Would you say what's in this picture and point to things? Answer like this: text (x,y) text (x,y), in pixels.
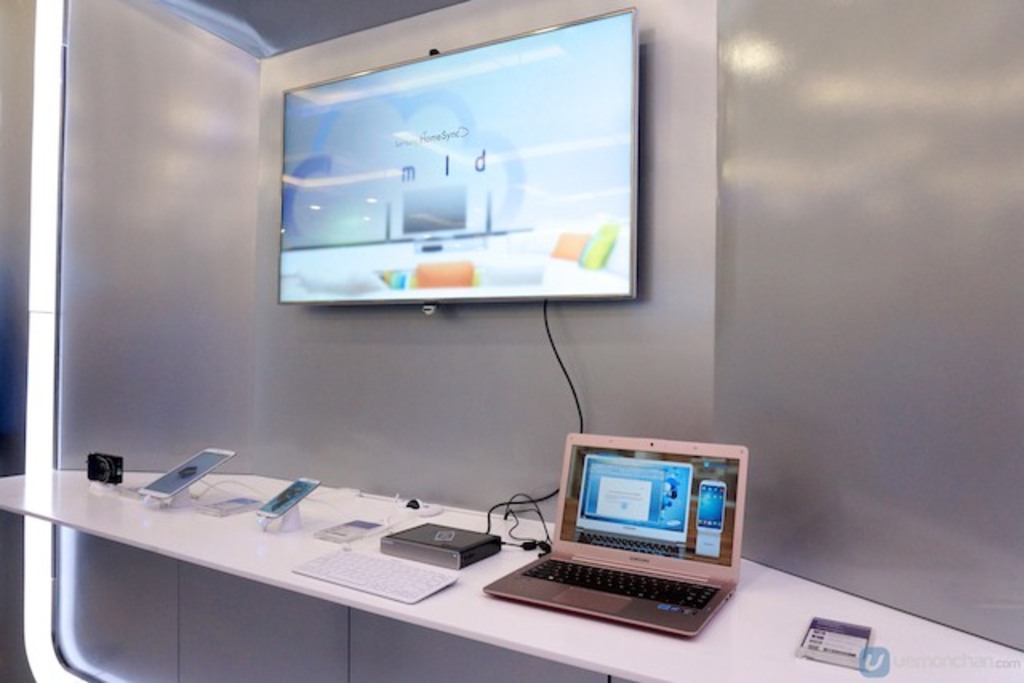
There is a room (684,581). There is a table (742,635). There is a laptop (670,581), CPU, mobile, ipad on a table (525,639). We can see in background (521,316) screen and wall (780,545).
